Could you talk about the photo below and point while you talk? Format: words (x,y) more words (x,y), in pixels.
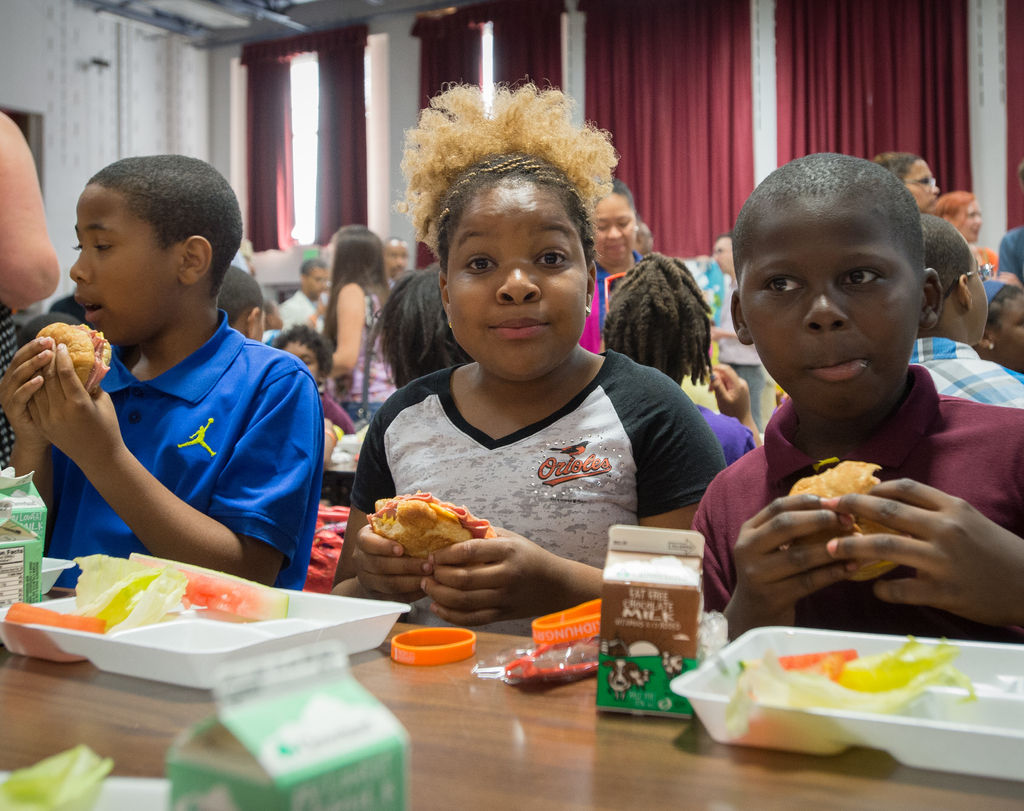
This picture might be taken inside the room (417,396). In this image, we can see three kids (921,609) are holding food item (410,530) and sitting on the chair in front of the table (902,805), on that table (840,762), we can see a plates (819,738), boxes (257,795), band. On the left side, we can also see hand (14,229) of a person (24,255). In the background (383,255), we can see a group of people (400,252) standing, we can also see a group of kids (682,346) are sitting on the chair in front of the table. In the background (320,107), we can also see curtains (700,58) and a wall (376,186).
